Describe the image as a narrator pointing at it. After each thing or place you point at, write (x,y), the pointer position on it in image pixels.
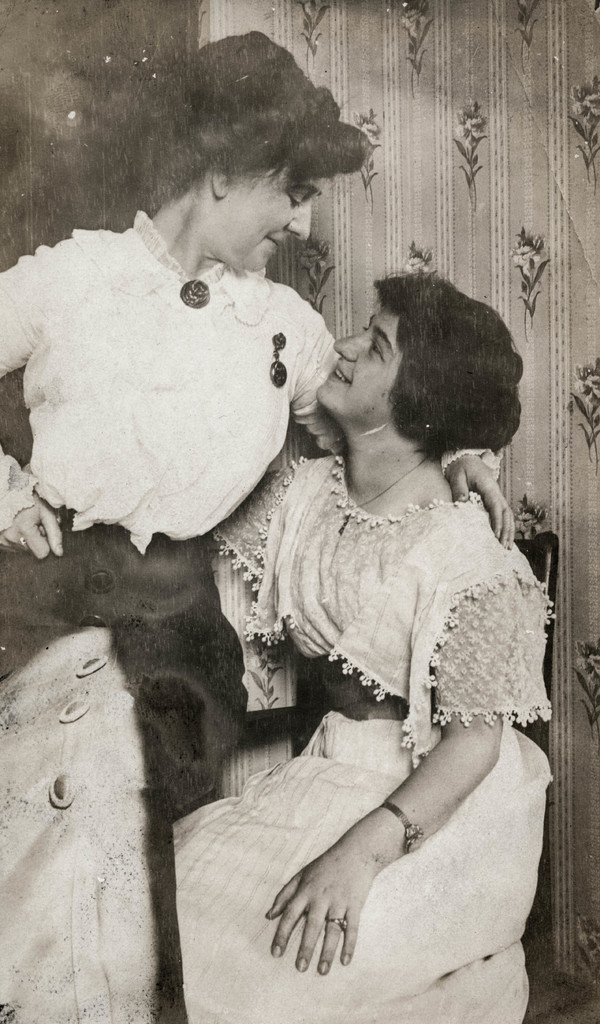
In the picture we can see black and white photograph of a two people (50,305), one person (478,383) is sitting on a chair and one person (81,794) is standing and looking each other and smiling, and behind them we can see a wallpaper (360,197).
